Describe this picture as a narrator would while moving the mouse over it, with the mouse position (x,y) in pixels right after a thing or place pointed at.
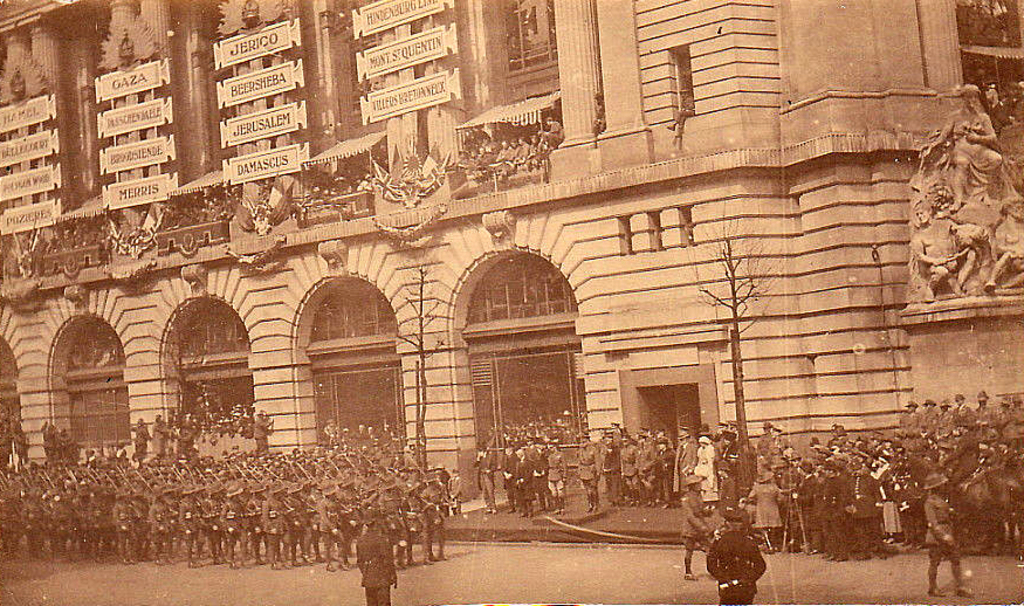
In this image in the center (649,338) there is one palace (595,278), and at the bottom (214,506) there are some people (308,521) who are marching and some of them are standing. On the right side (968,246) there are some statues (986,212) and on the left side (48,171) there are some boards (147,159), and some people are standing.
